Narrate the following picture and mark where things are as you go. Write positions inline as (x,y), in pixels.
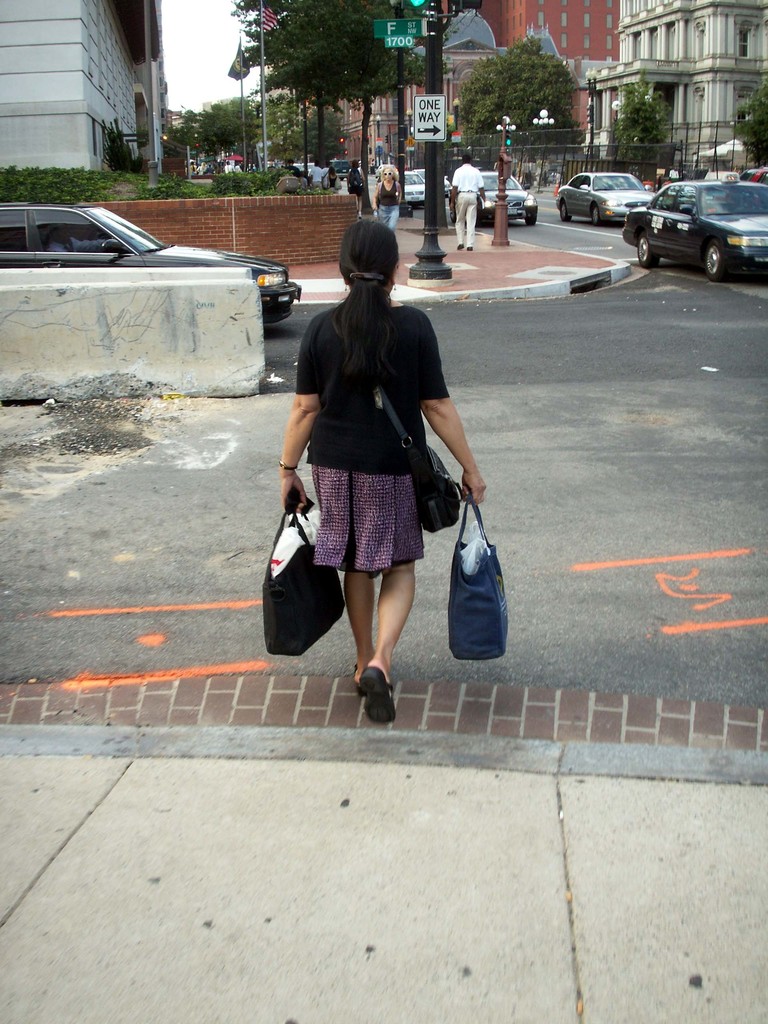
In this picture we can see a woman (353,515) is walking and she is holding the bags (331,596). In front of the woman (377,341), there is a pole (436,256) with boards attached to it. On the right side of the pole (428,190), there are vehicles (418,176) on the road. On the left side of the people (395,185), there is a wall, flag (267,20) and plants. At the top right side of the image (605,24), there are buildings (557,3), trees (540,76), fencing (520,142) and the poles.
